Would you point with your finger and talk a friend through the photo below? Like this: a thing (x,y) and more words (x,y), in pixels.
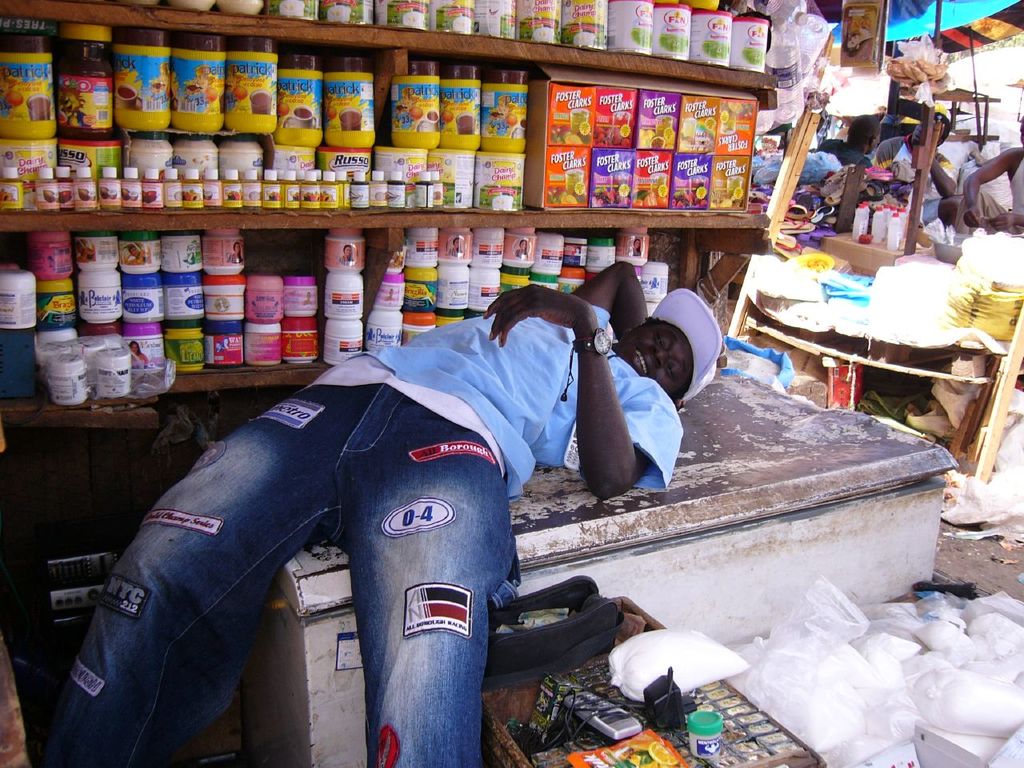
As we can see in the image there is a person (373,464), shelves (405,237), table (638,714), boxes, bottles (885,217) and on table (604,739) there is a mobile phone (594,721).
